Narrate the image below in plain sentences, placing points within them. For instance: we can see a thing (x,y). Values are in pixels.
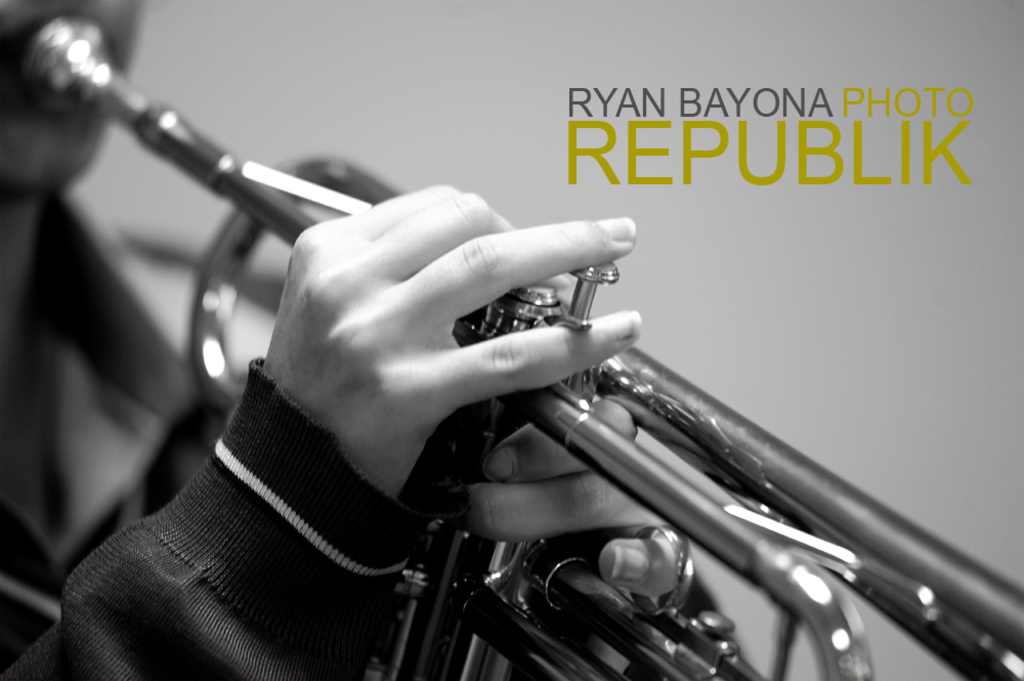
In this picture there is a person (429,272) playing a musical instrument (450,581). In the background of the image (403,147) it is grey color. On the right side of the image (781,162) we can see text (620,182).
